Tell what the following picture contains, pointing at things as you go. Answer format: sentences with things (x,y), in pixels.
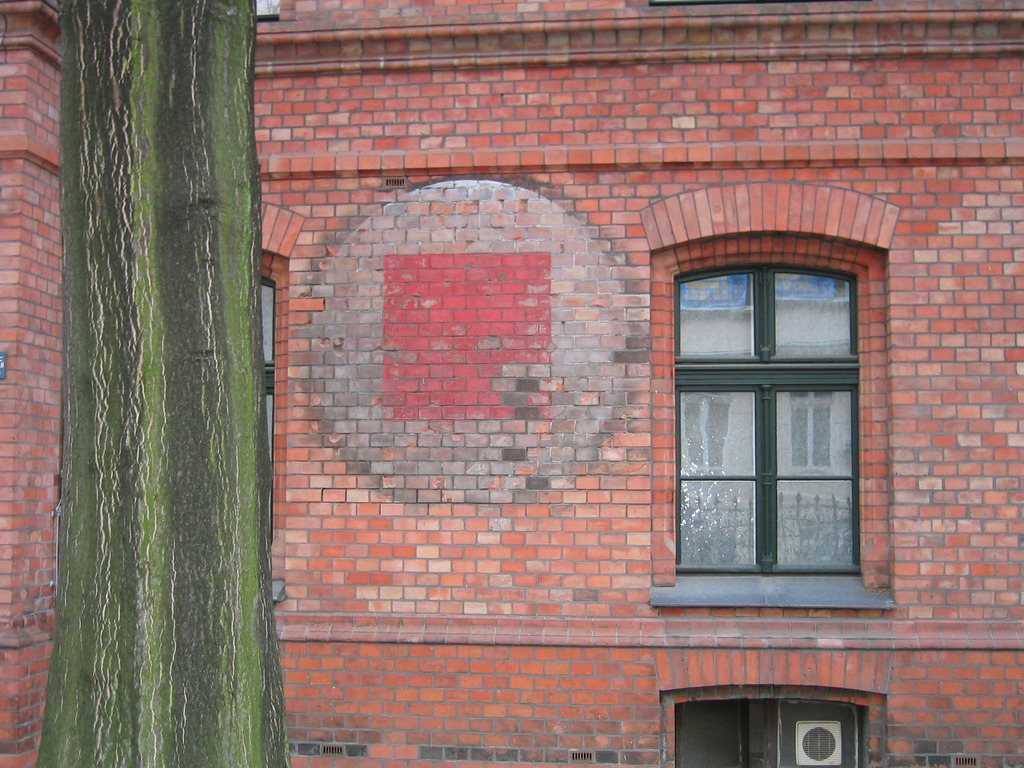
The picture consists of brick wall (475,417), windows (757,420) and trunk (165,446) of a tree (195,265) towards left (140,164).
